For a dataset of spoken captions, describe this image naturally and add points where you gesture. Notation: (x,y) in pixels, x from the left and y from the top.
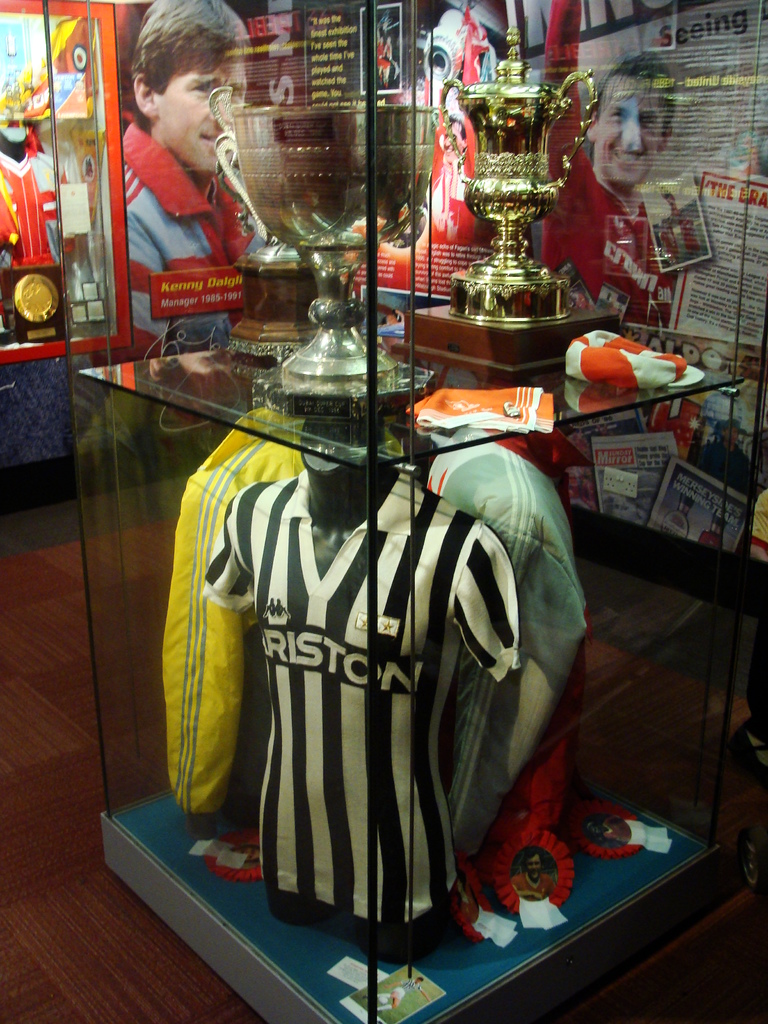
Inside this glass box (544,978) we can see t-shirts (401,787), badges (633,838), trophies (514,181) and things (618,378). Background (656,169) there are posters (494,48).
